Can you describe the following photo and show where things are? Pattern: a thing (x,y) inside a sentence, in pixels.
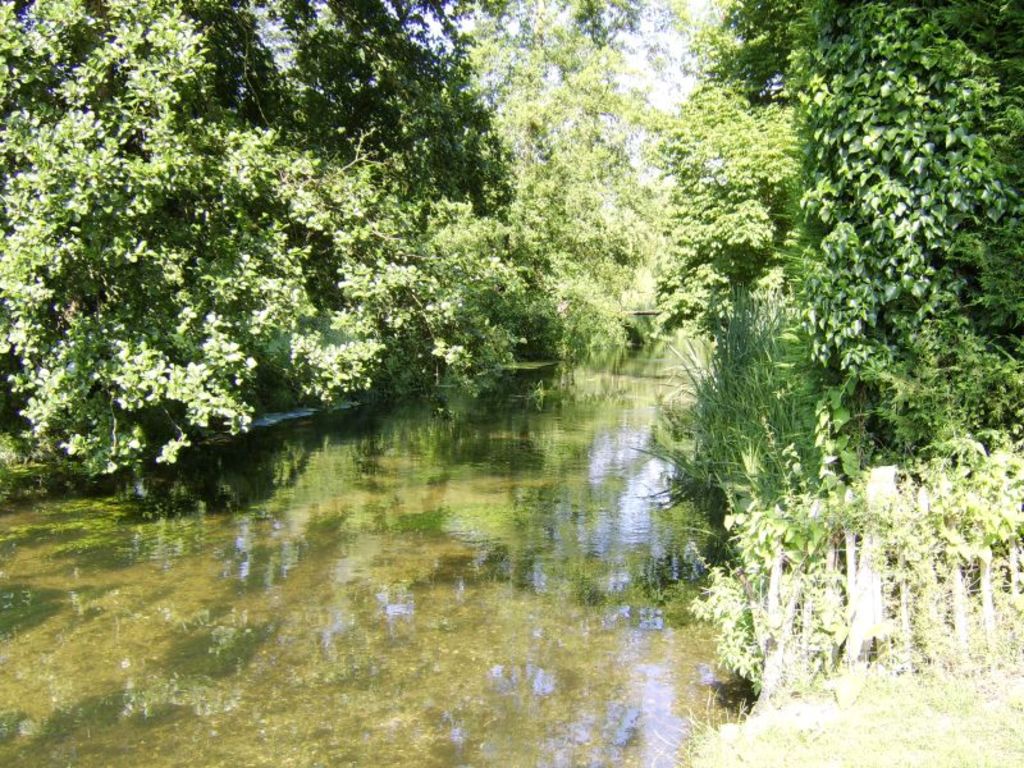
In this picture we can see water (315,483) and few trees (425,291) in the background (681,324).
